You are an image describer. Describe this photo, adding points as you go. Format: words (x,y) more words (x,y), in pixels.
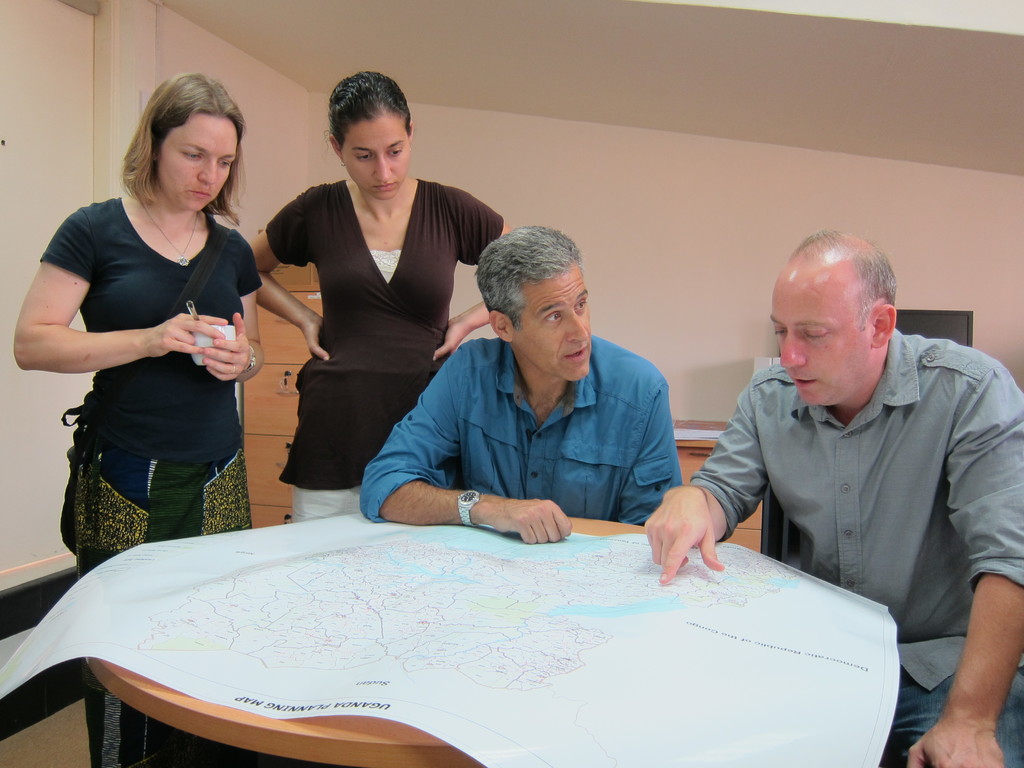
In this picture i could see four persons (344,437) discussing about the map (307,615) two of them are sitting on the chairs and the map (424,607) was kept on the table (293,732) in the background (288,399) i could see the wall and a wooden cabinets (281,414).
